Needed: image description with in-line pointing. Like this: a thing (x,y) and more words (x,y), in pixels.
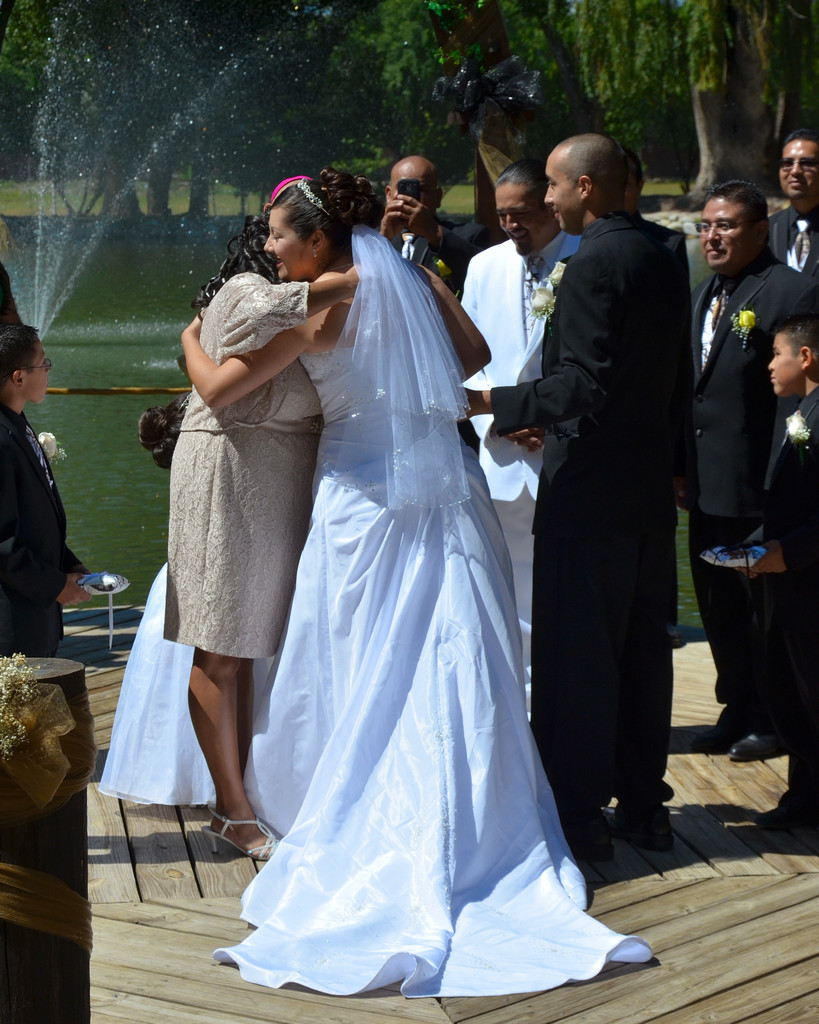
In this image, we can see a group of people (432,560) are standing on the wooden surface (757,893). Here we can see two women (349,431) are hugging each other. They are smiling. Few (811,471) are holding some objects (735,565). Left side of the image (61,878), we can see a pole (55,861) with some cloth (58,773). Background there is a water fountain (37,192), so many trees (193,185), grass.
